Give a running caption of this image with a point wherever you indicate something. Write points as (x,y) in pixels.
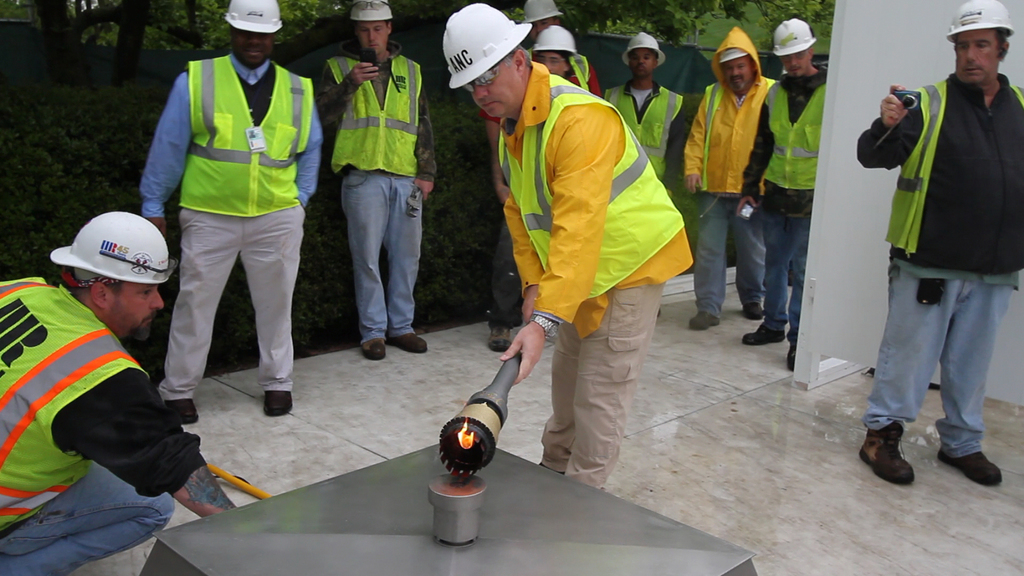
In the center of the image (636,200) we can see a person (628,249) lighting a fire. On the left side of the image (117,388) we can see a person (118,498) sitting on the floor (686,312). On the right side of the image (953,358) we can see a person (949,459) holding a camera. In the background (220,96) there are persons (285,81) and trees (117,78).
